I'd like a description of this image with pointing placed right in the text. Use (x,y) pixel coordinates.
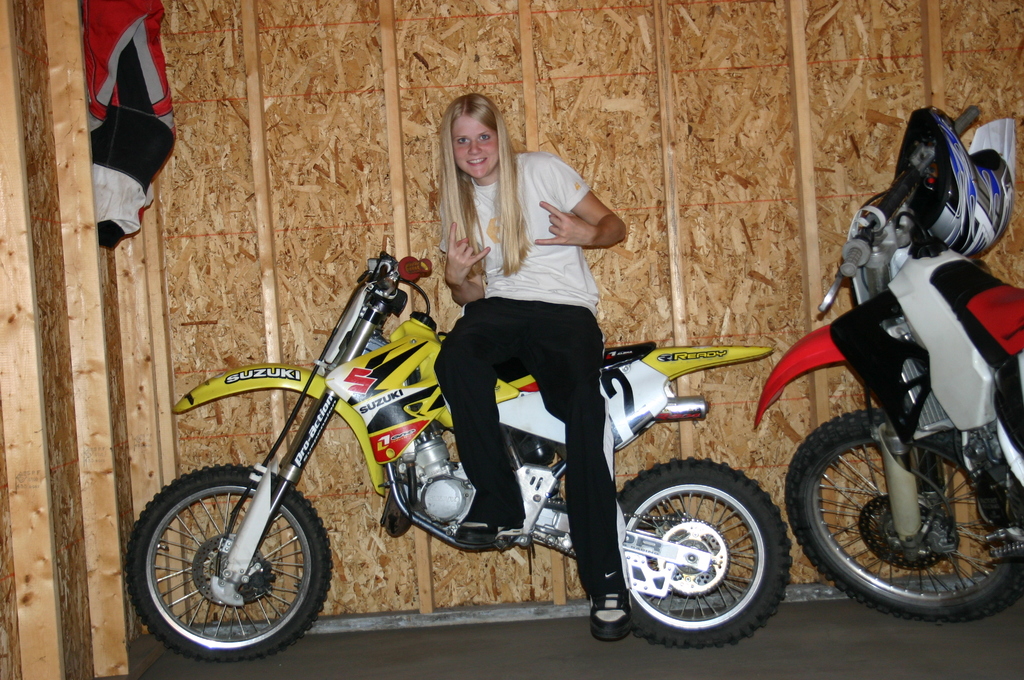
This picture is mainly highlighted with a woman (543,159) wearing a white color shirt (530,277) and a black jeans (588,422). She is sitting on a bike (440,524). At the right side of the picture (858,337) we can see partial part of the bike (902,536) and this woman (468,198) is giving a still to the camera.
